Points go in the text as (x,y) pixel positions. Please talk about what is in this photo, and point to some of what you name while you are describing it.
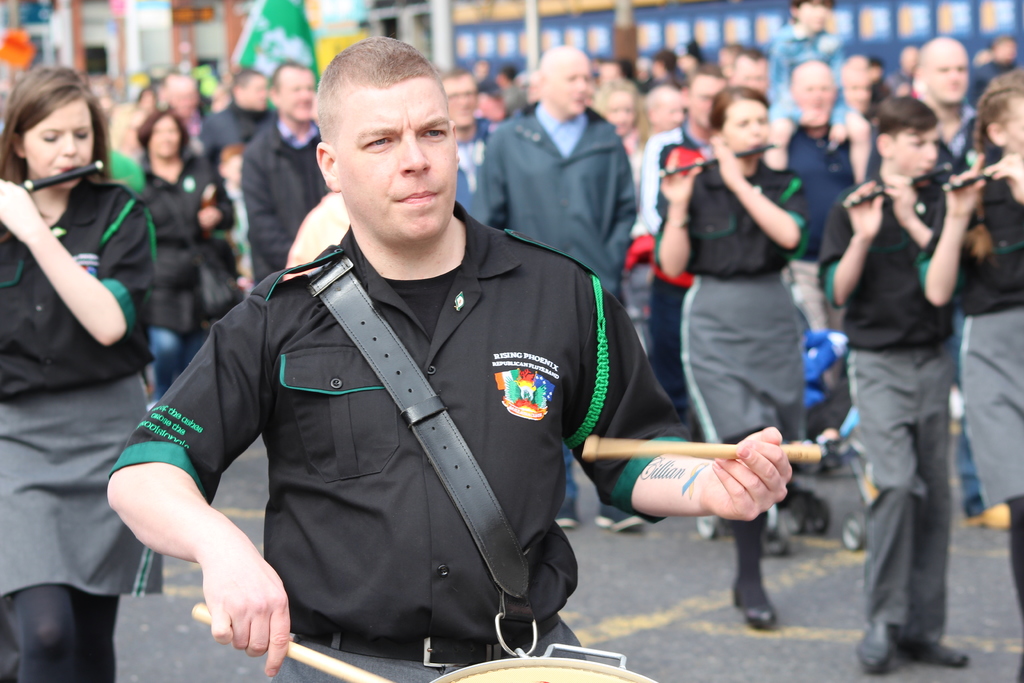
In this image I can see a person (442,485) wearing black color dress (368,463) is holding two sticks (648,446) in his hands (731,465). I can see the blurry background (876,226) in which I can see few persons (821,125) standing, few persons (763,221) holding musical instruments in their hands (19,204), a flag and few buildings (372,31).
